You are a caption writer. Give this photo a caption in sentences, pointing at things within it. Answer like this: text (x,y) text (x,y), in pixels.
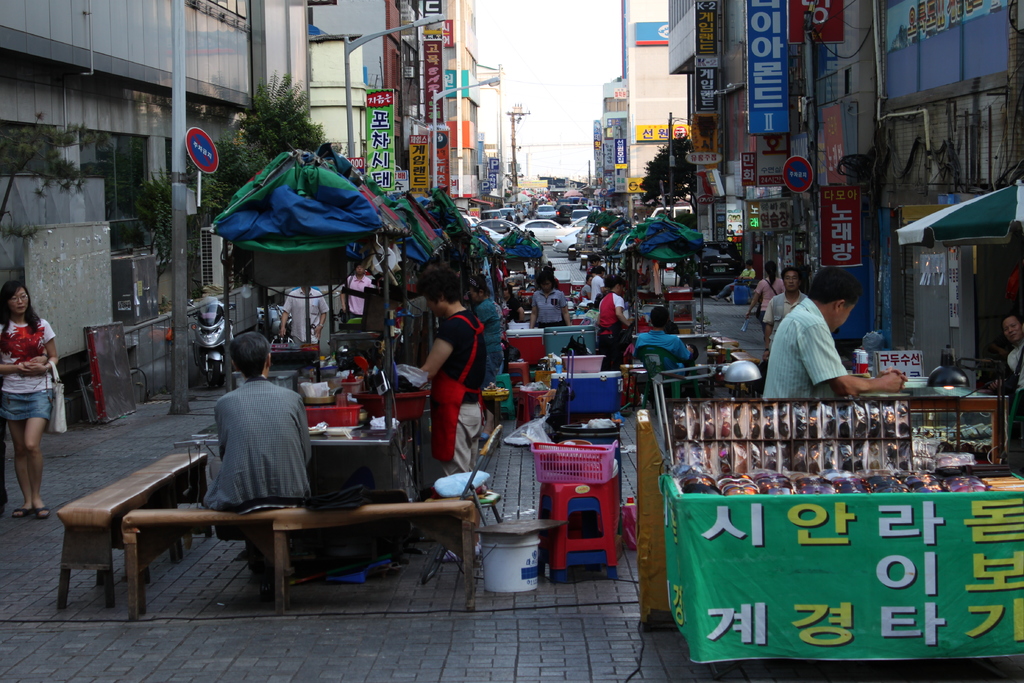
In this image there is the sky (541,68), there are building (940,122) towards the right of the image (1004,293), there are building (239,72) towards the left of the image (321,85), there are vehicles (549,225), there are group of persons (486,308), there are benches (136,536), there are objects (501,547) on the ground (521,614), there are shops (773,441), there is an umbrella (975,233) truncated towards the right of the image (959,213), there is a person (1008,331) truncated towards the right of the image (1010,359), there are poles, there is a light (946,353), there are boards (427,143), there is text (374,111) on the boards (429,99), there is a banner (817,572) truncated towards the right of the image (893,572).
